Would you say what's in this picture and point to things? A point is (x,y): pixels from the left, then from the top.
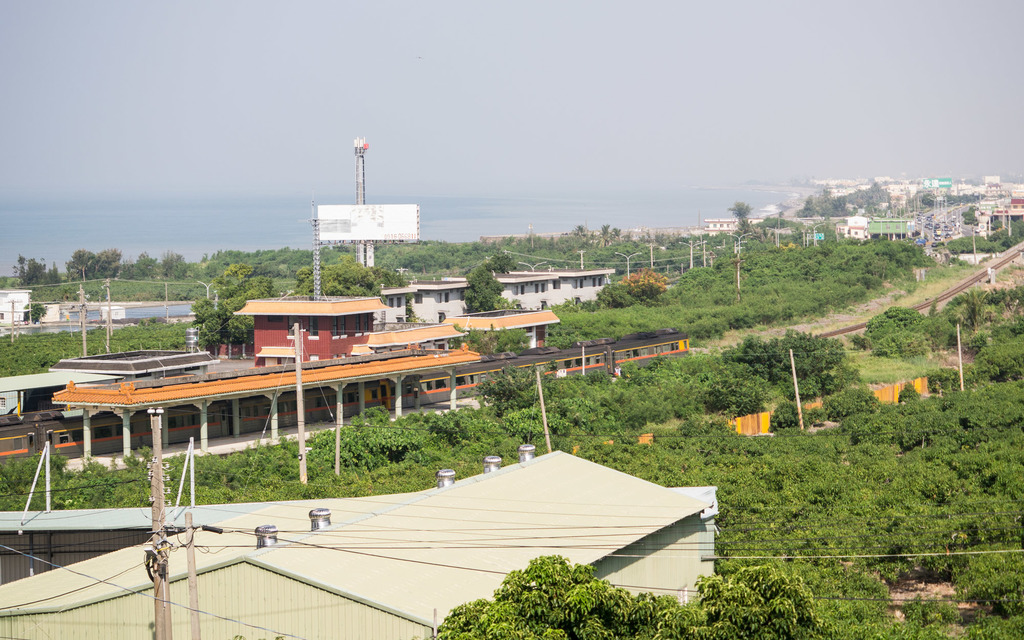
In this image, there is an outside view. There is a railway station (543,334) and some poles (301,422) in the middle of the image (358,358). There are some trees (807,479) beside the shed (565,544). There is a sky (458,44) at the top of the image (456,47).
